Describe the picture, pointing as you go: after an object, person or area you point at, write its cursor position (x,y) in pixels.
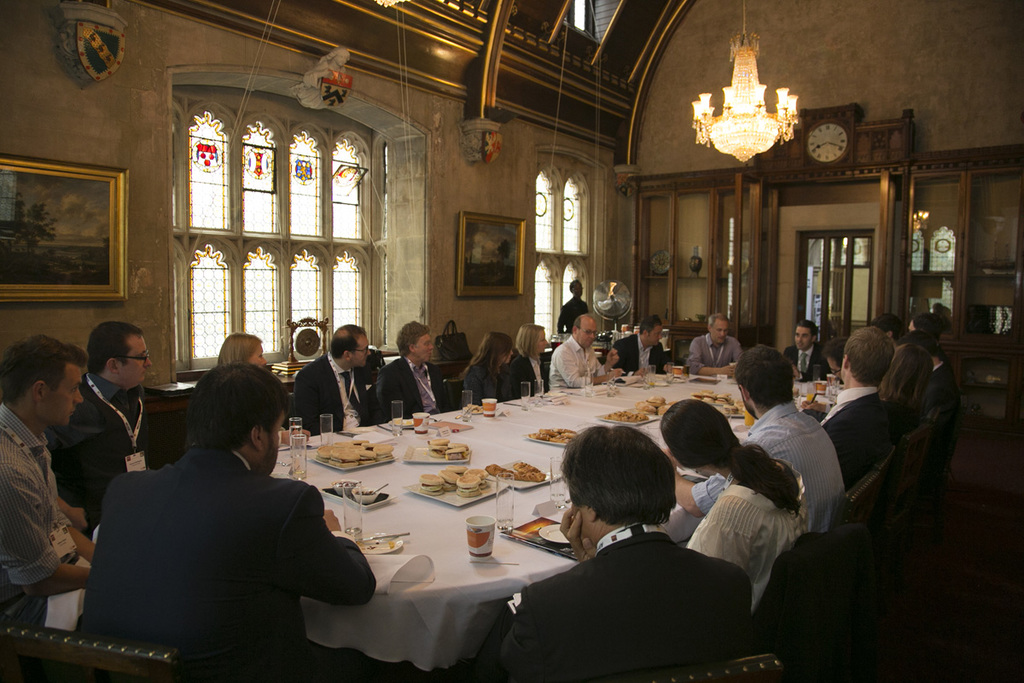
In this image there are a group of people (628,527) who are sitting on chairs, and in front of them there is a table (398,488). On the table (407,513) there are some plates (400,541), glasses (359,500) and in the plates (375,544) there are some food items (663,399) and also on the table (503,427) there are some spoons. In the background (83,236) there are some photo frames (67,229) on the wall (803,226), on the right side (685,283) there is a cupboard (980,218) and in the cupboard (684,257) there are some glasses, boxes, plates (659,267) and some other objects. And there is one clock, in the center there is one chandelier (741,111) and there are two windows (581,197). At the top (422,34) there is ceiling (489,44).
